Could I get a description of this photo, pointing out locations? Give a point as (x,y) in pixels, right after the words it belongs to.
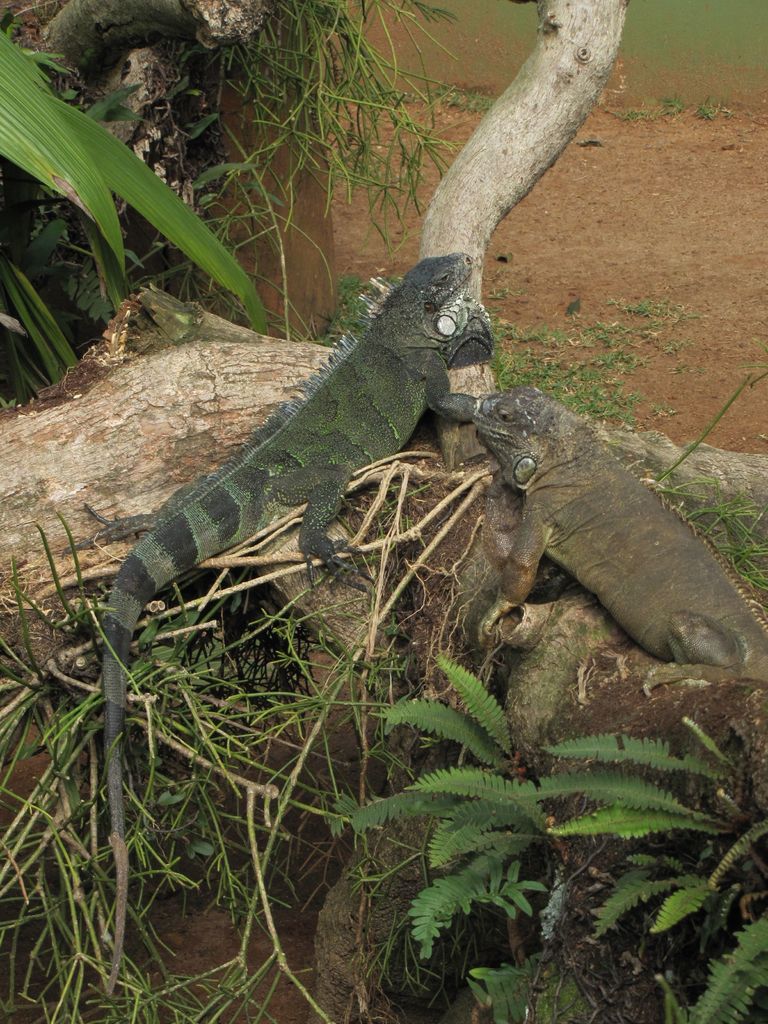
There are two green Iguanas (266,457) on the bark (84,454) of the tree (537,695). We can see the leaves (321,96), grass (253,68) and land (600,147) at the top of the image (377,85). And some leaves (481,836) and stems (86,898) at the bottom of the image (165,874).
